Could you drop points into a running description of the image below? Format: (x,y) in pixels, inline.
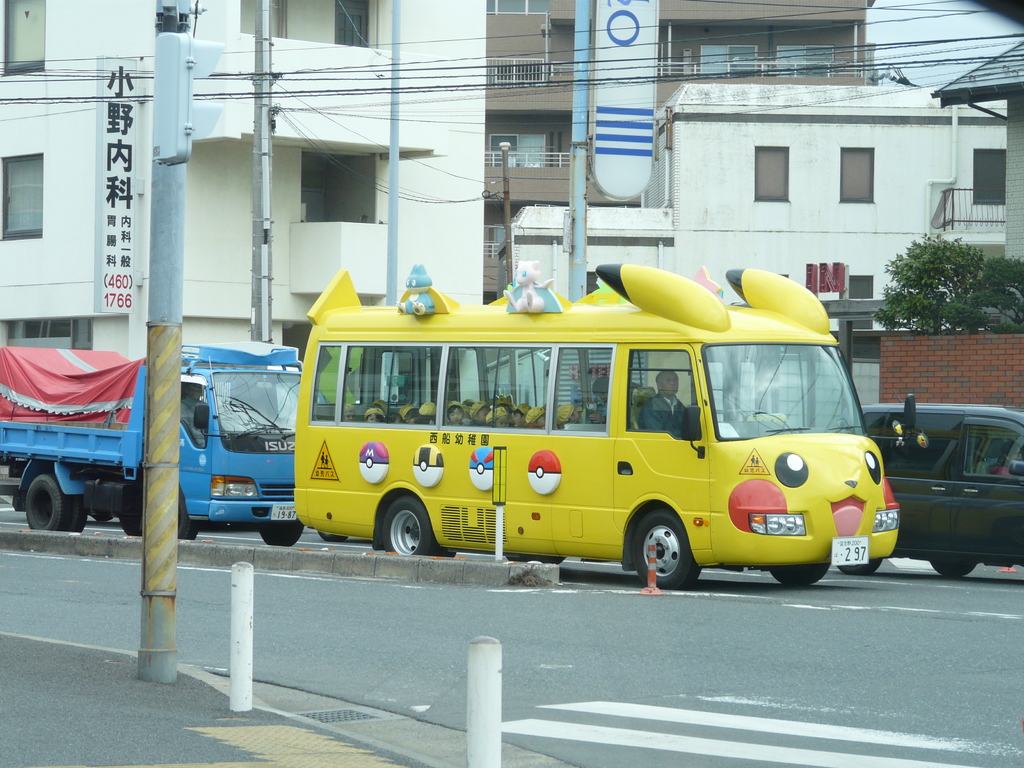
In this image we can see many buildings (666,133), some text board (130,155) attached to one building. Two trees (908,312) are near to the wall (935,350). Three safety poles (651,586) and four poles (159,532) are there. One car (1001,506) is on the road (661,596), one vehicle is back to the school bus (580,446). In school bus (352,293) one driver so many children (493,422) are there. Some wires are there.
